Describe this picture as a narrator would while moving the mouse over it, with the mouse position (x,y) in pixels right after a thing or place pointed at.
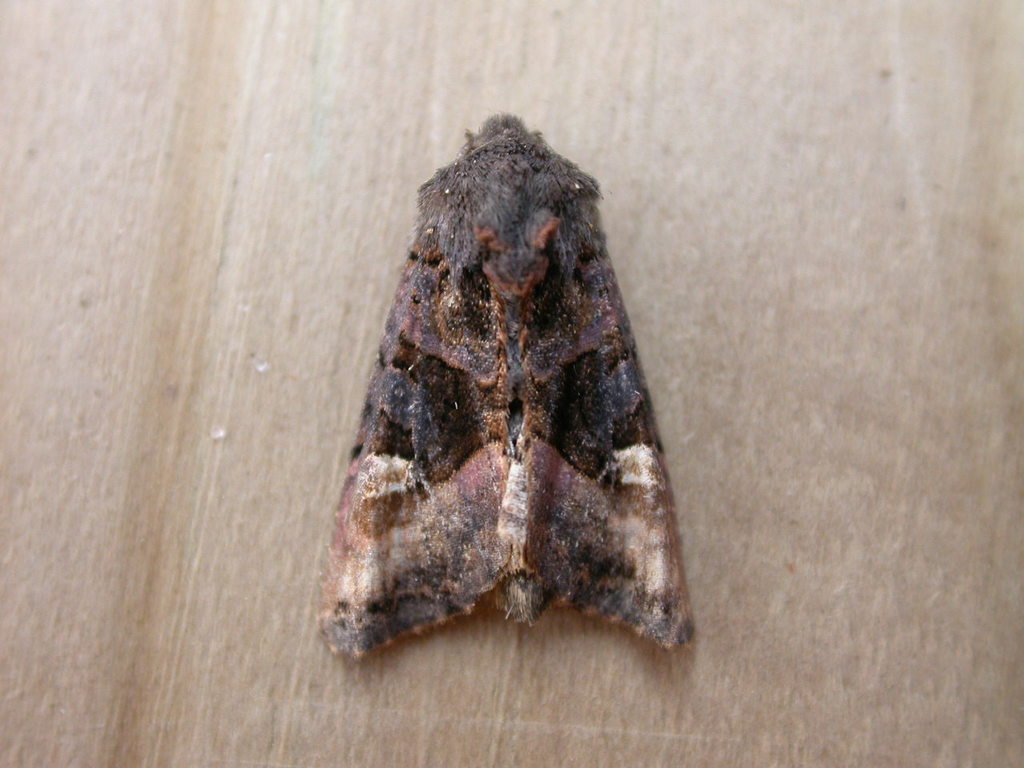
In this image, I can see an insect (592,323) named moth (472,423), which is on a wooden object (850,672).
